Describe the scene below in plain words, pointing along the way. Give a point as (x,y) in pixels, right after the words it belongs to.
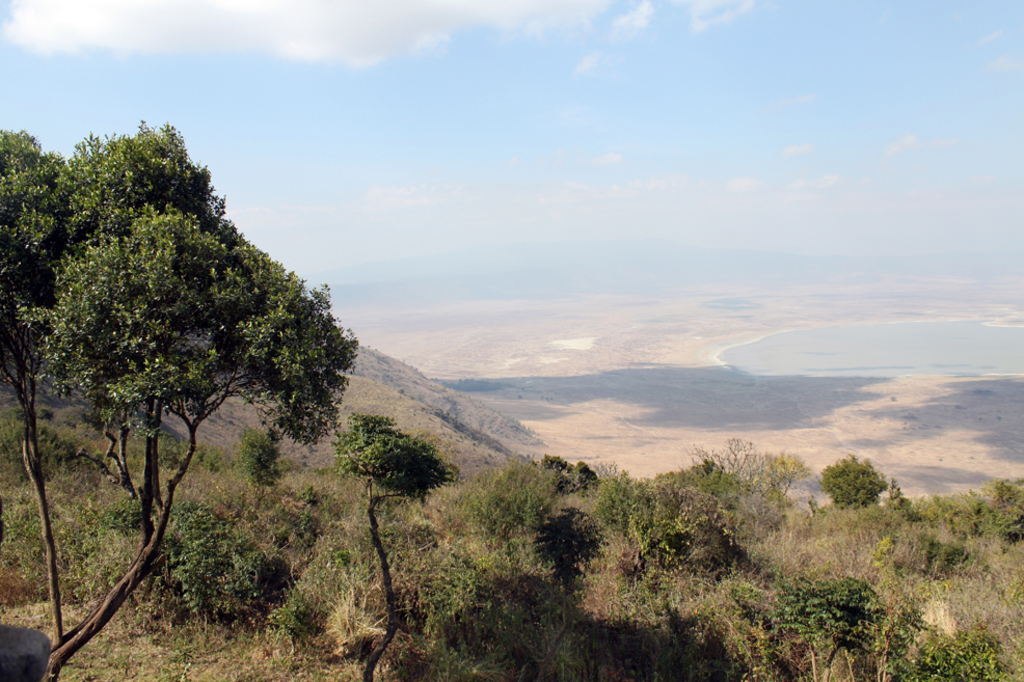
In the foreground of this picture (283,516), there are trees (193,256) and plants (839,554). On the top (558,104), there is the sky (479,105) and the cloud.
